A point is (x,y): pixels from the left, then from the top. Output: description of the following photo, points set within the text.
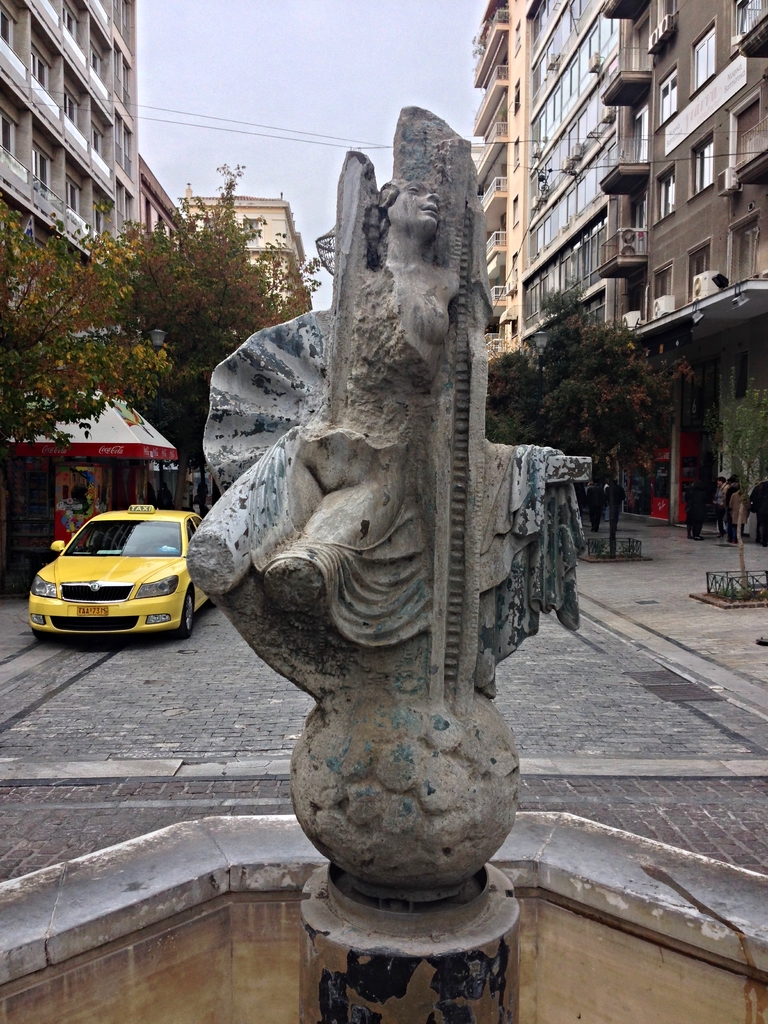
At the center of the image (452,482) there is a statue (372,267), behind the statue (268,472) there is a vehicle (192,532) on the road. On the left (125,382) and right side of the image (653,250) there are buildings (678,254) and trees (124,264) and a few people (720,516) are walking on the pavement (709,551). In the background (311,79) there is the sky (302,79).
